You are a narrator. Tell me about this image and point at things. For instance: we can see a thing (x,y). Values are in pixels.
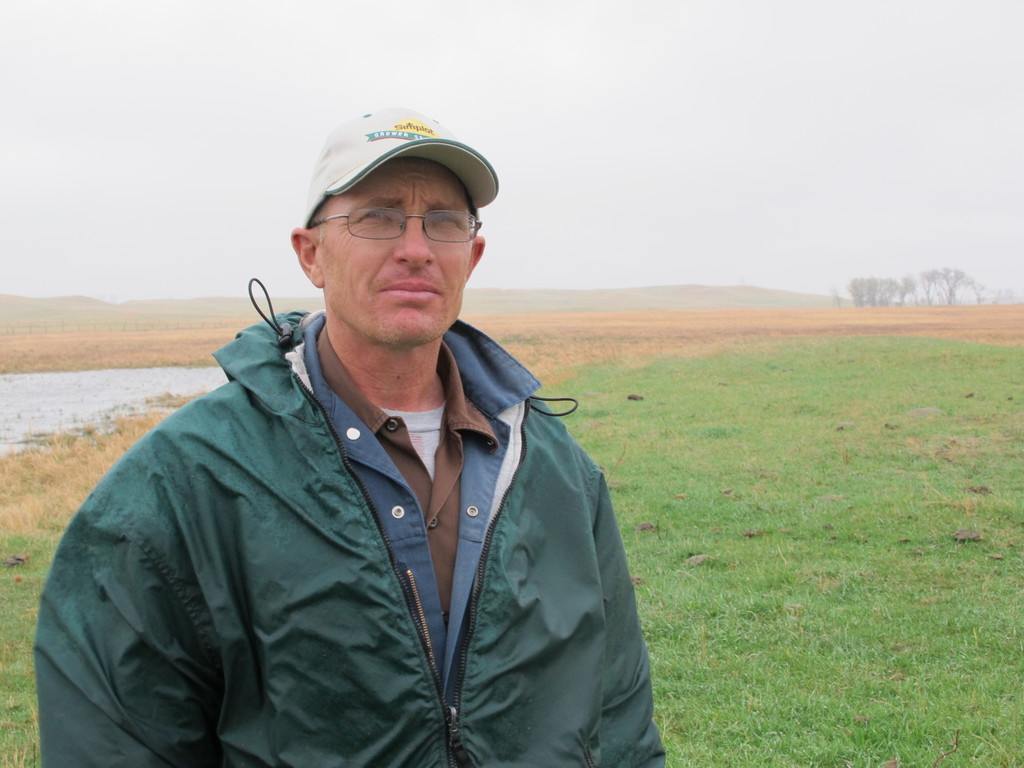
In the center of the image (547,511) we can see one person (415,597) is standing. And he is wearing a jacket (425,547), cap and glasses (387,232). In the background (219,146), we can see the sky (350,89), clouds (350,89), trees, water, grass (17,344) and a few other objects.
